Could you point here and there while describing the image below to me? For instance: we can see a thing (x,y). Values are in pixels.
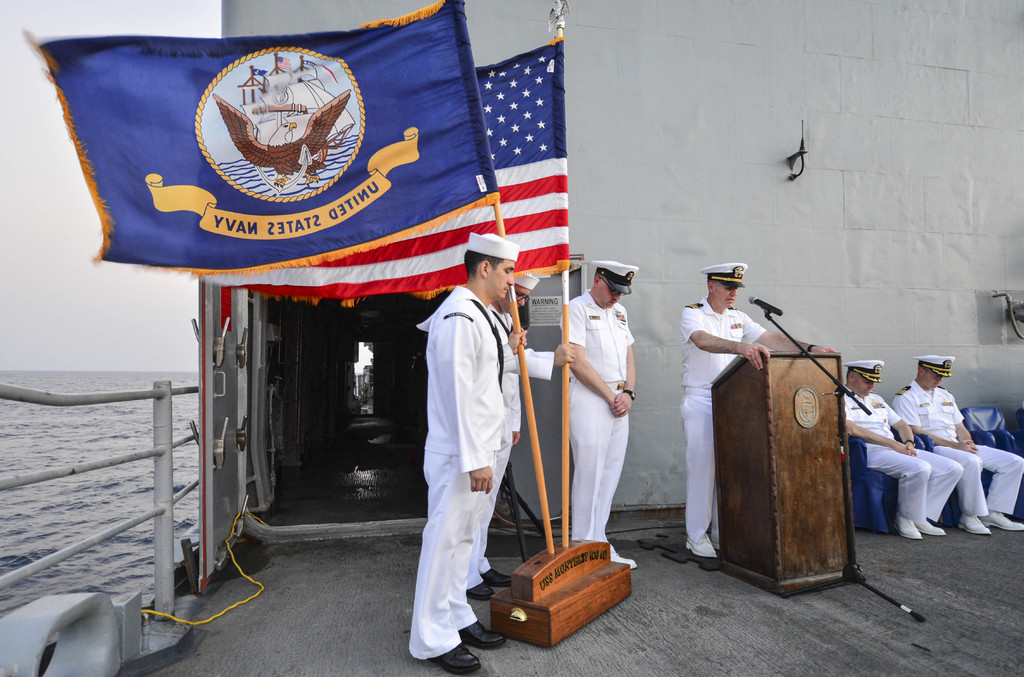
In this image we can see few people (437,562) and the place looks like a ship (635,207) on the water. We can see a person (728,362) standing and there is a podium (740,365) with mic (757,299) in front of him and we can see two flags (100,106).
